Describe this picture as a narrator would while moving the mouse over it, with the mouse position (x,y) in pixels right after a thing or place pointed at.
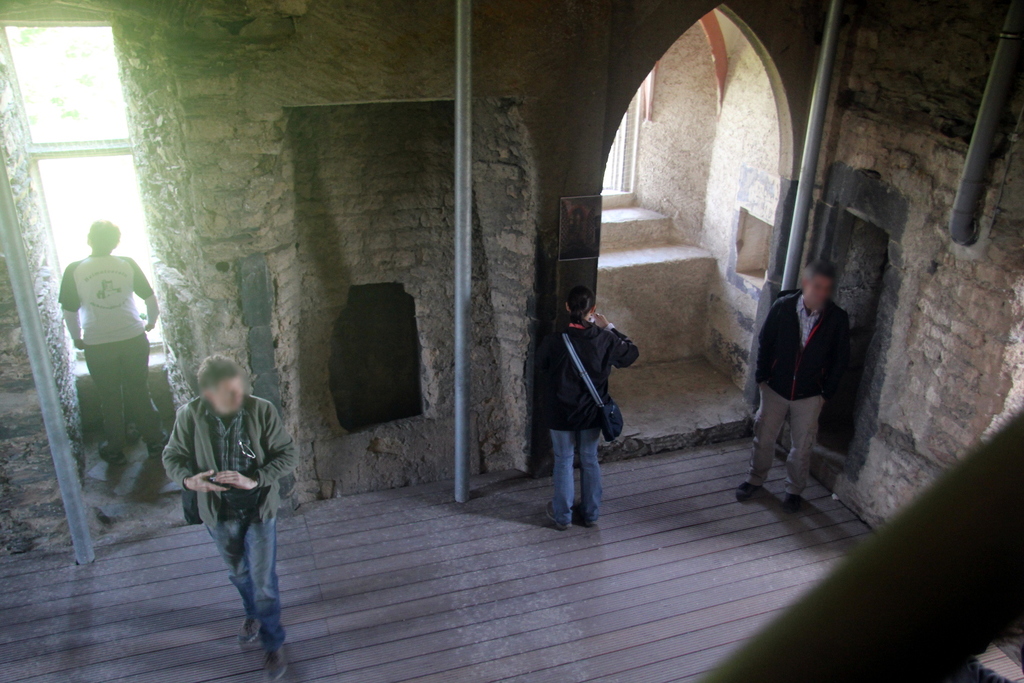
The image is taken inside the fort (439,305). There are many people (221,493) standing. In the background (831,216) there are windows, doors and pipes (466,380).
